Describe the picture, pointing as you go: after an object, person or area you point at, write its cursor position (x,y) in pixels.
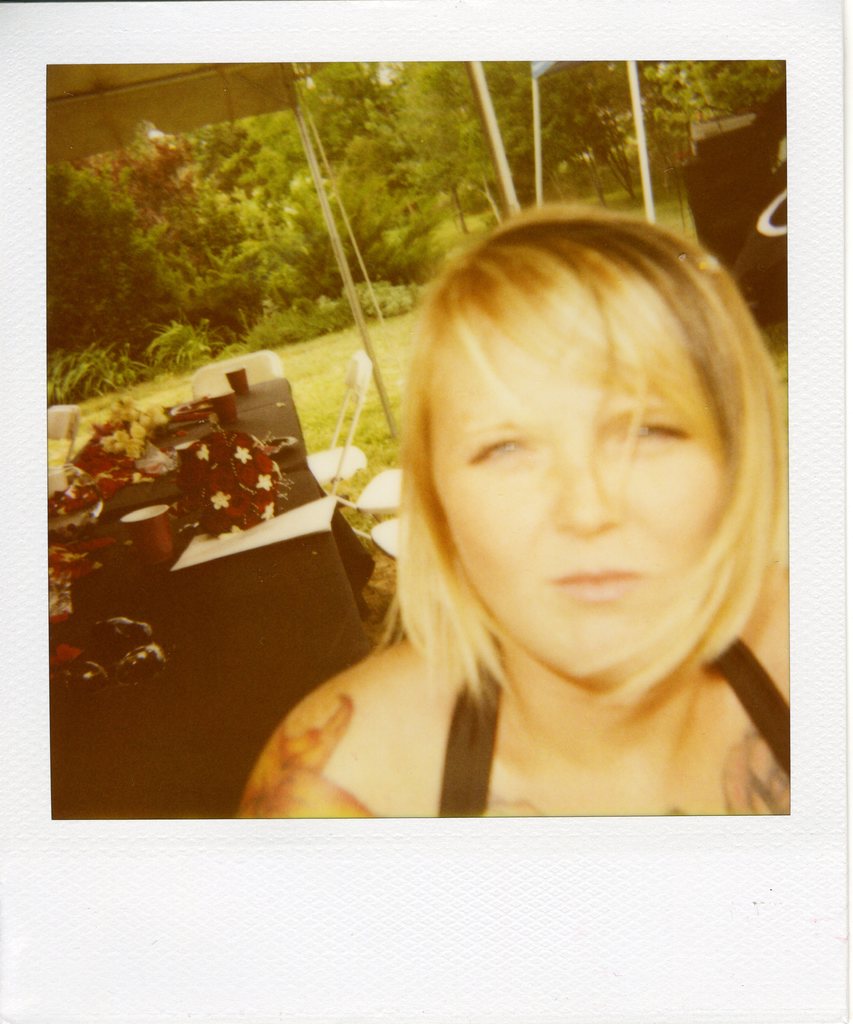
There is a woman (729,532), watching something. In the background (144,542), there are cups (158,539) and other objects (253,435) on the table (281,557), there are plants (338,323), trees (128,338) and grass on the ground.
